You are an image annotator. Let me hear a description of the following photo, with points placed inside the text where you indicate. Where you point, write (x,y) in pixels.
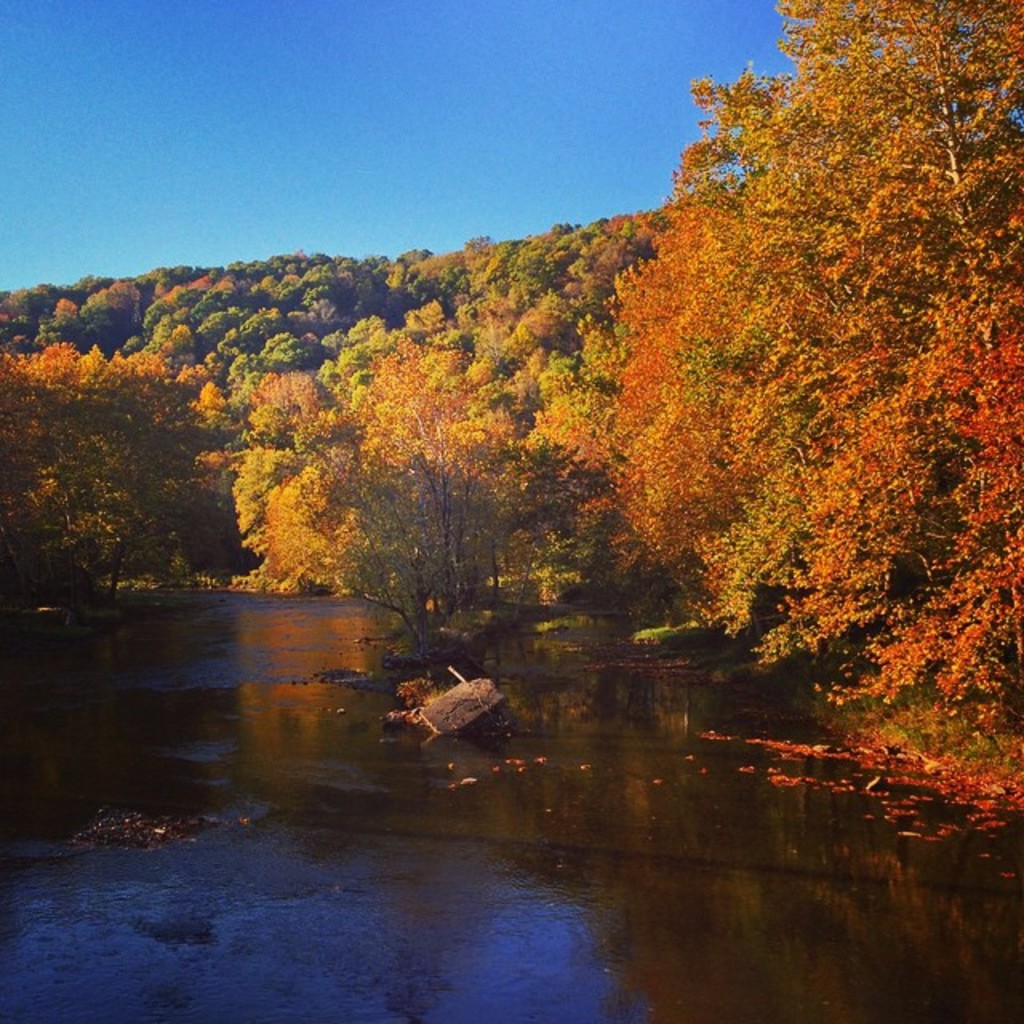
In this image I can see few trees (307,302) in green, yellow and orange color and I can see the water (480,923). The sky (410,122) is in blue color.
